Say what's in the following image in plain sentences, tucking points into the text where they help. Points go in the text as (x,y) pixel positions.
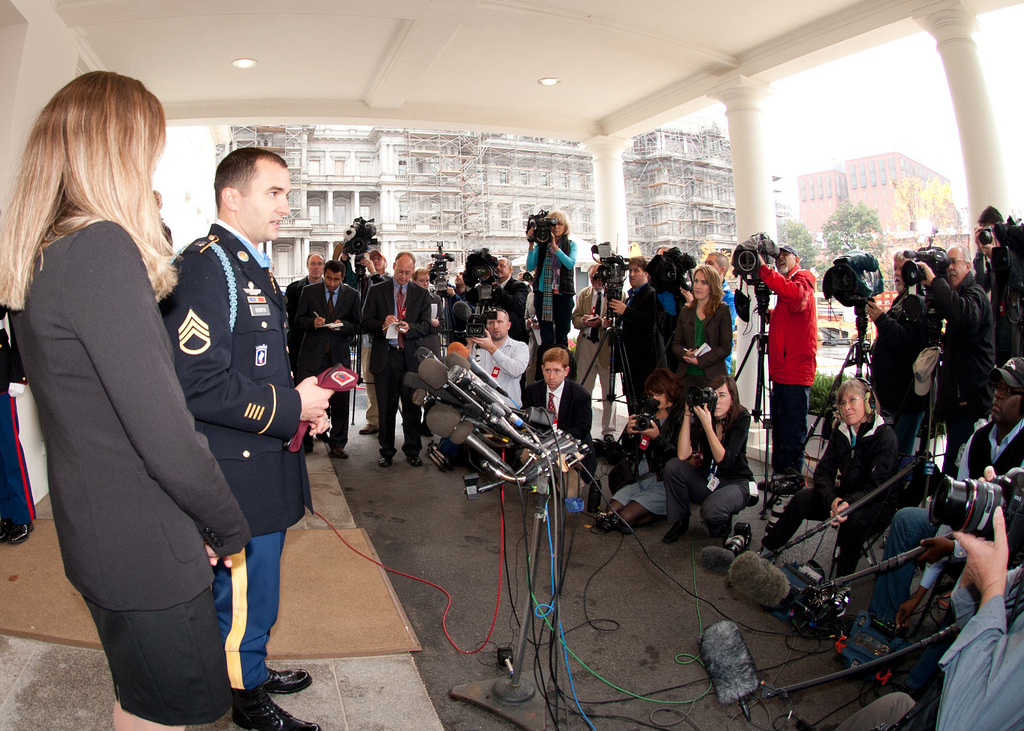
On the left (221,392) there are mics (483,447), a person (263,406) in uniform (263,392) and a woman (148,605) standing. On the right (882,395) there are cameras (961,503), people (938,535), chairs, microphones (737,700), bags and other objects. In the center of the picture (466,321) there are cameras (480,308), stands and people (639,308). In the background (658,208) there are buildings (835,208), trees (844,238) and other object (748,189).
